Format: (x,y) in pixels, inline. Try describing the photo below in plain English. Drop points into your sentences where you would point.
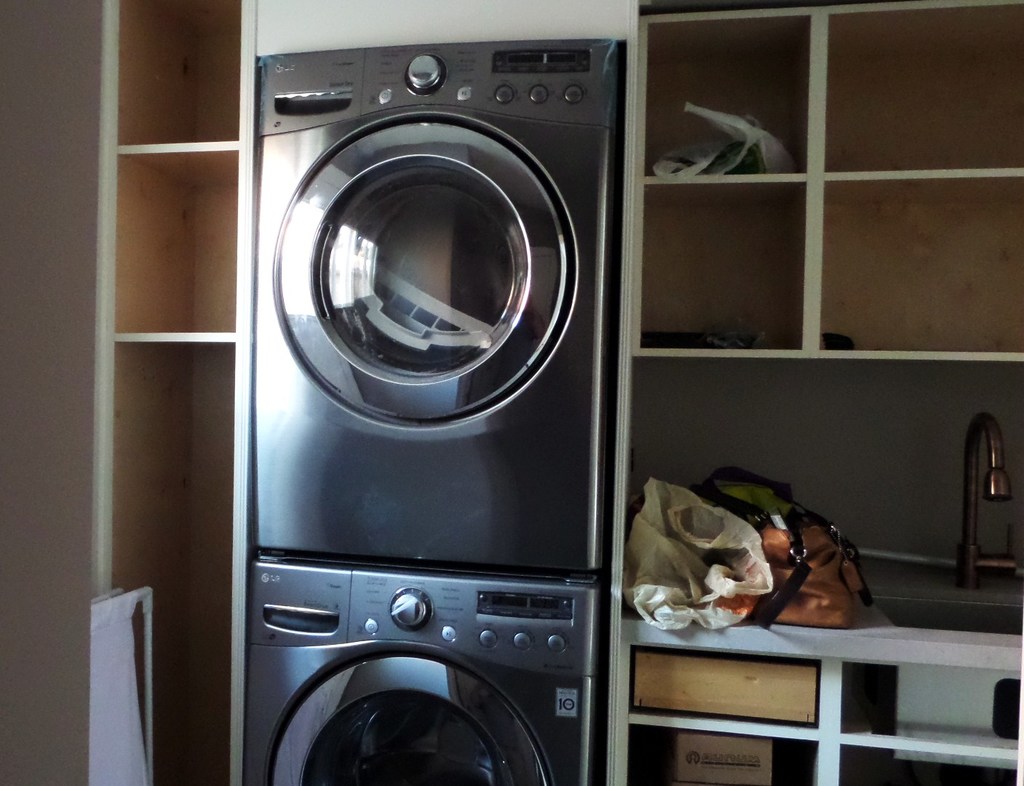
In the image there are two washing machines (421,480) kept in between the shelves (127,316) and on the right side (702,570) there is a bag (830,548) beside the sink (922,620) and some other objects (676,166) were kept in some shelves (772,186).
